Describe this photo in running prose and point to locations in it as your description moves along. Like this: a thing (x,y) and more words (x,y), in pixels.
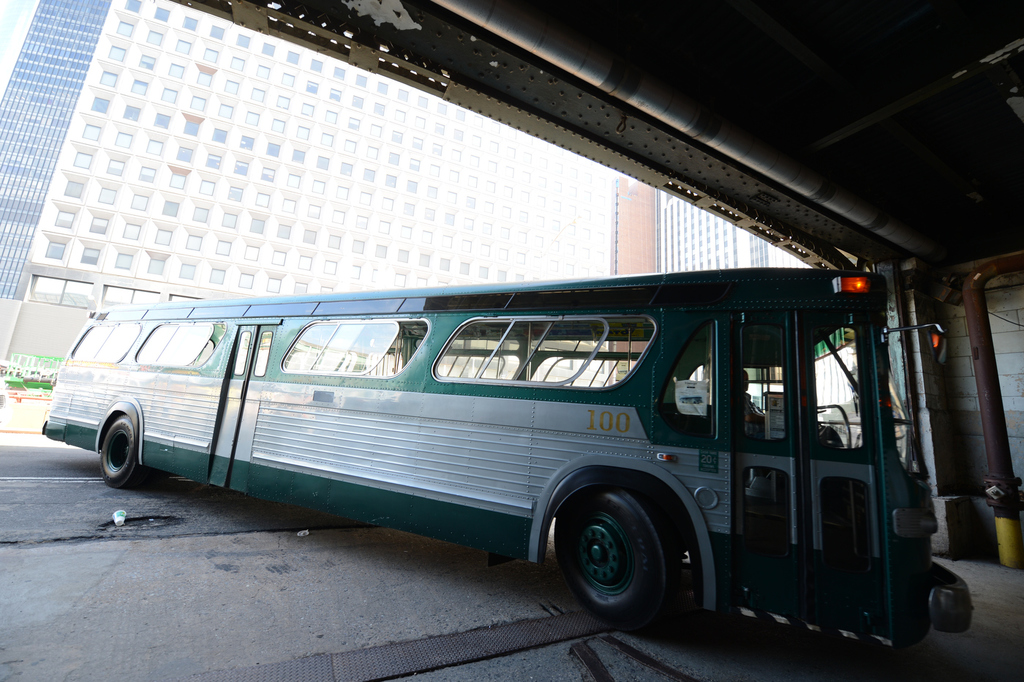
In this picture I can observe a green color bus (291,417). In the background (370,159) there is a large building (252,184) with number of windows (158,147).
